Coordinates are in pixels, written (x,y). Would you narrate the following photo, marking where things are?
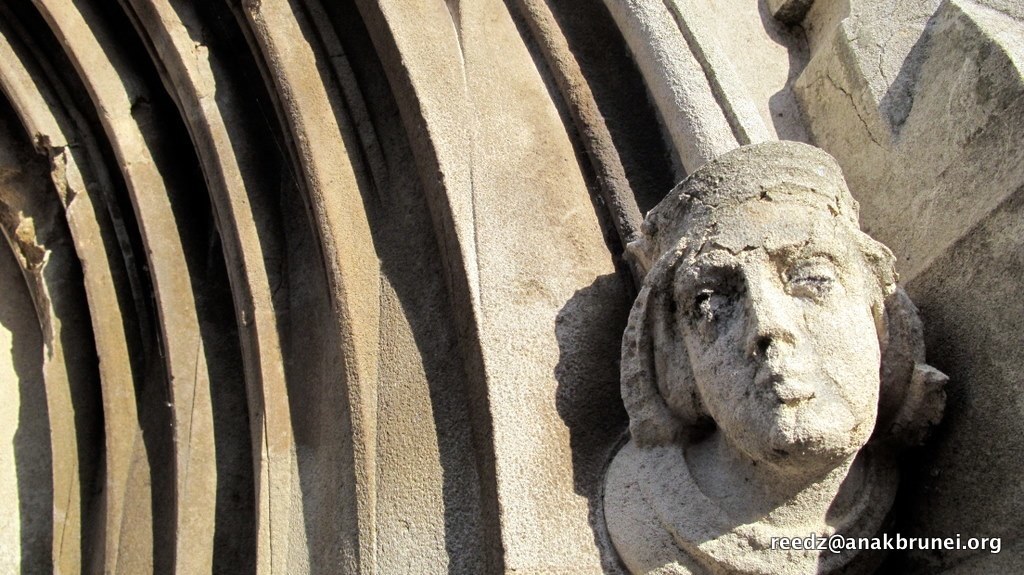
In the picture I can see a sculpture (791,373) of a person face (785,365) in the right corner (815,353) and there is a designed wall (183,205) in the left corner (208,107).
